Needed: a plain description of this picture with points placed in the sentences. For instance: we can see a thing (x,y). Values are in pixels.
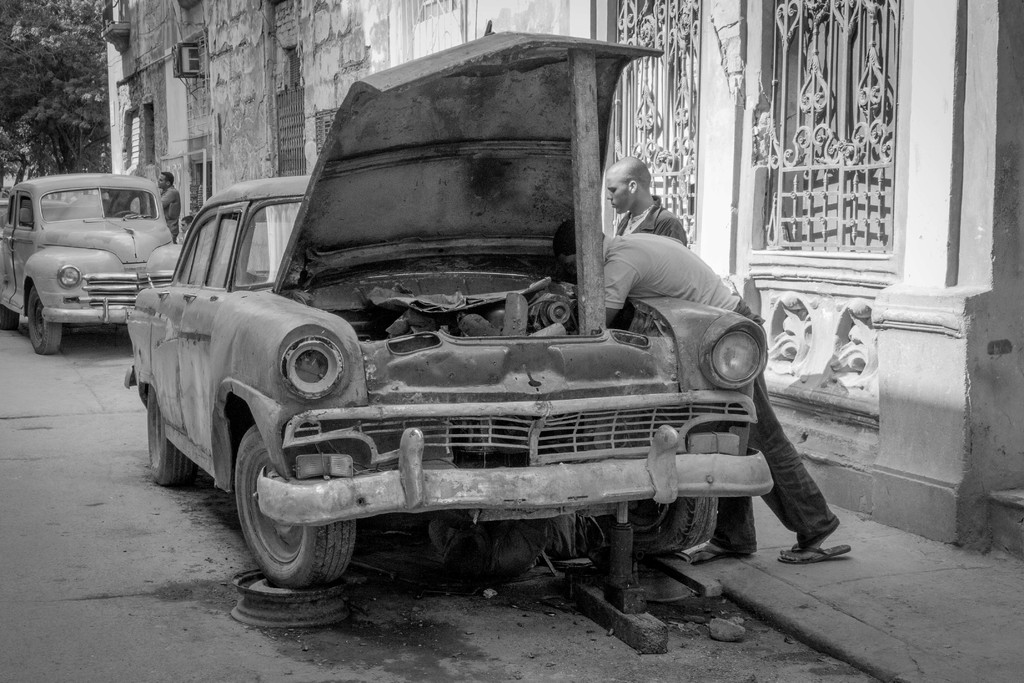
This is a black and white image. Here I can see two cars (258,351) on the road (395,632). Beside the cars (656,419) few people (710,293) are standing on the footpath (808,593). In the background (826,257), I can see a building (366,41) and trees (47,77).
